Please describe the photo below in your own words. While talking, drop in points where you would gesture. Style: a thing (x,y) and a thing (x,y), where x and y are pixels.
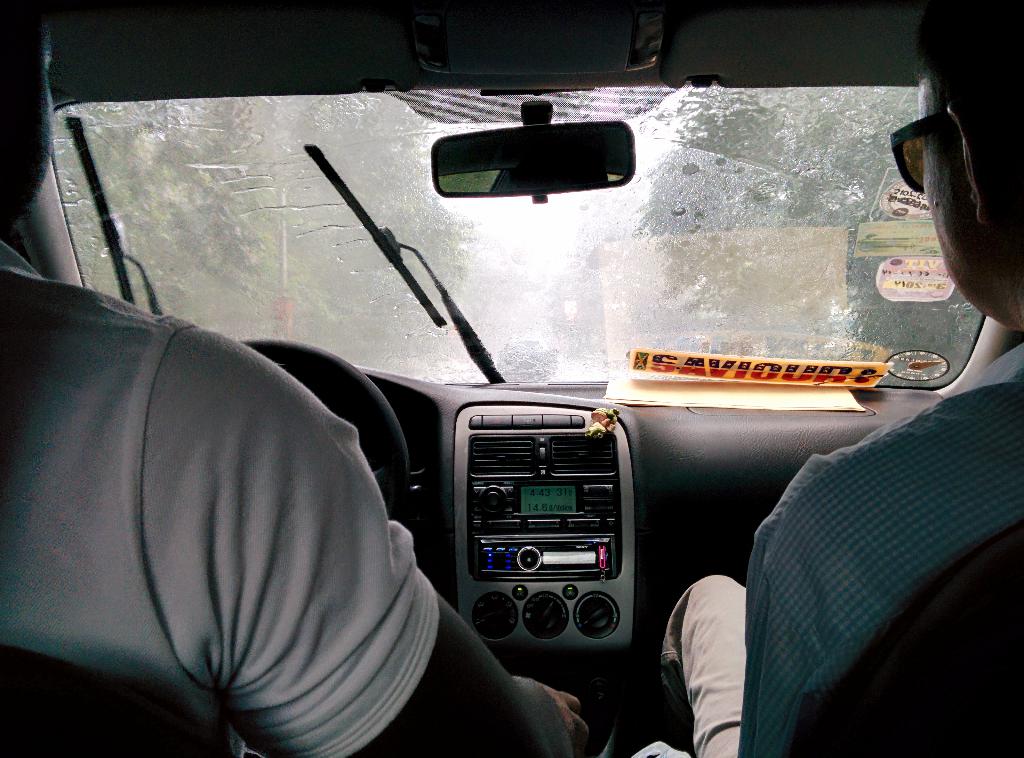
In this image, we can see two persons (942,491) inside the vehicle (706,520). These two persons (93,487) are wearing clothes (224,475) and sitting on seats (58,696). There is a mirror (448,151) at the top of the image (456,174). There is a wiper (317,156) in the middle of the image (484,349).
